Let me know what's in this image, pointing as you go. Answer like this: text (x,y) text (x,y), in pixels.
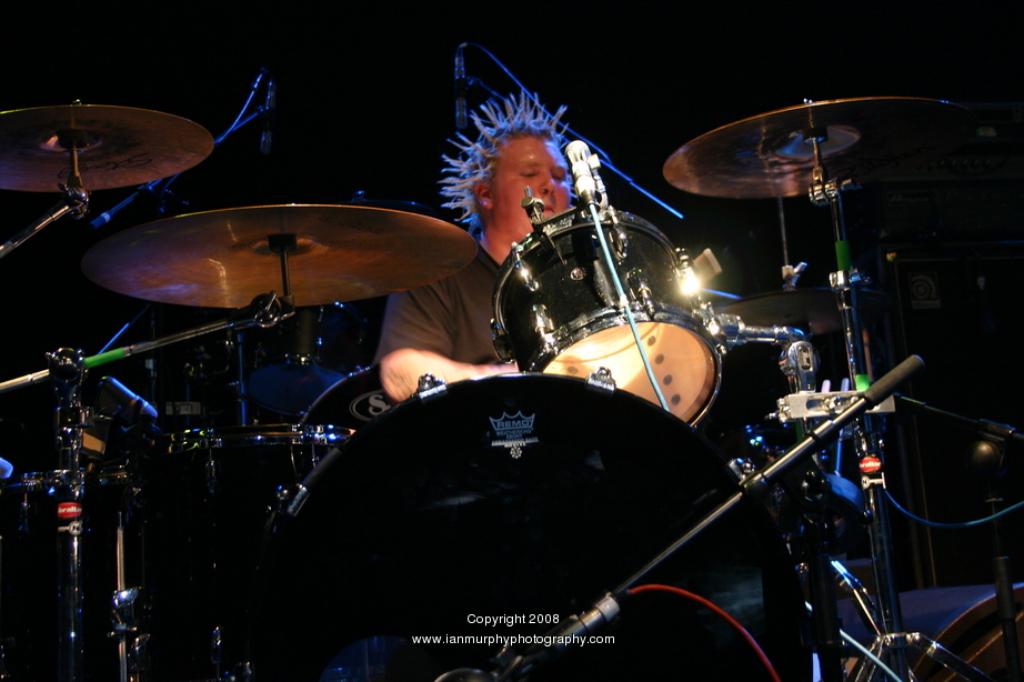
In this image I can see a person (486,178) visible in front of the musical instruments (397,224), I can see a text (561,637) on musical instrument (558,591) and I can see a dark view in the background (469,75).
